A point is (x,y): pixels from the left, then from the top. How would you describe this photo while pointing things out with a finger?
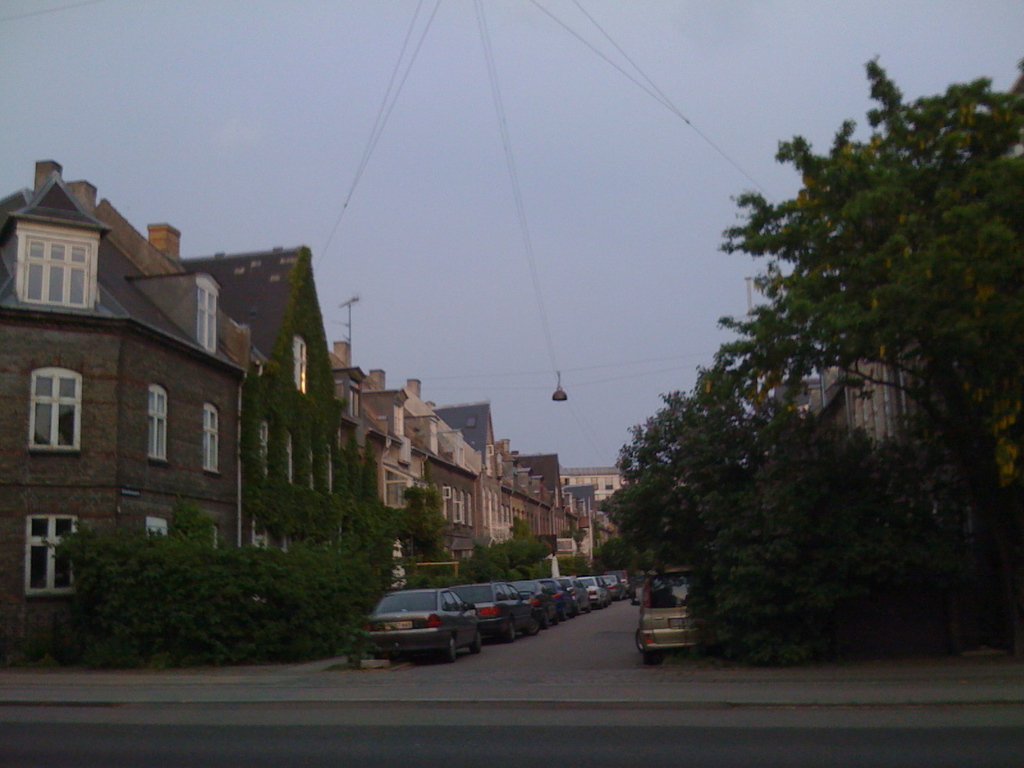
In this image I can see few vehicles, left and right I can see trees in green color, buildings (451,507) in cream, brown color and the sky (441,270) is in white color.
